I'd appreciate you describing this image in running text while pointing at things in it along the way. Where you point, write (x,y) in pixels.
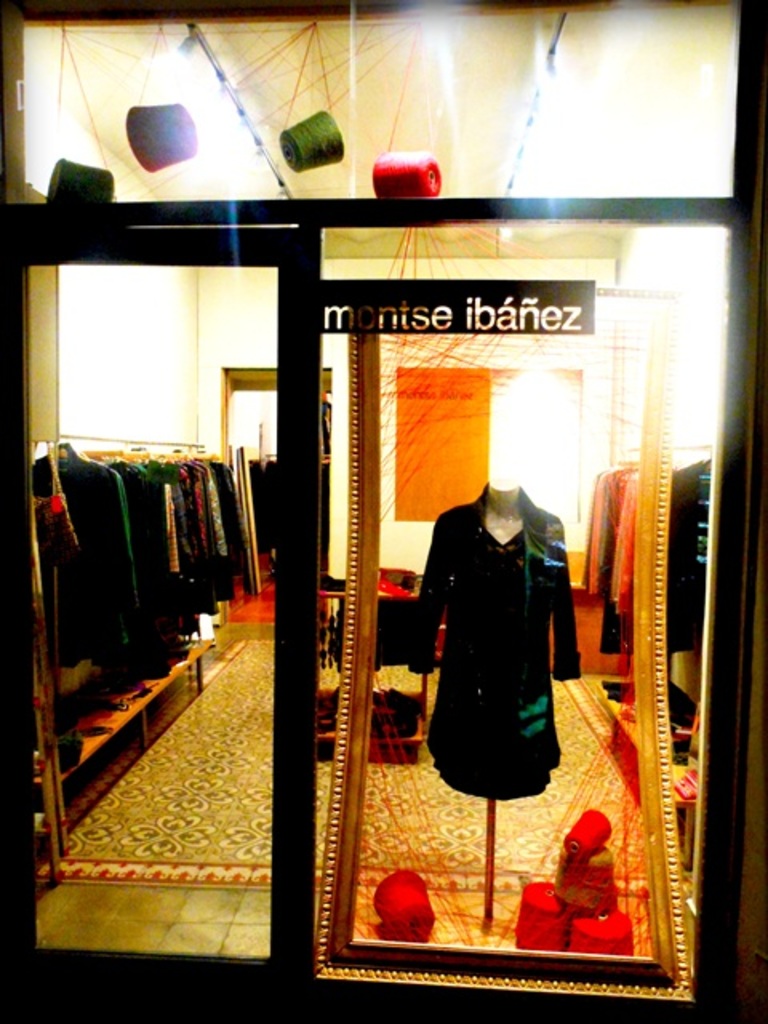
In this image we can see few dress costumes (513,541) inside the shop (252,313). On the top of the roof (491,97) there are lights (534,121).
